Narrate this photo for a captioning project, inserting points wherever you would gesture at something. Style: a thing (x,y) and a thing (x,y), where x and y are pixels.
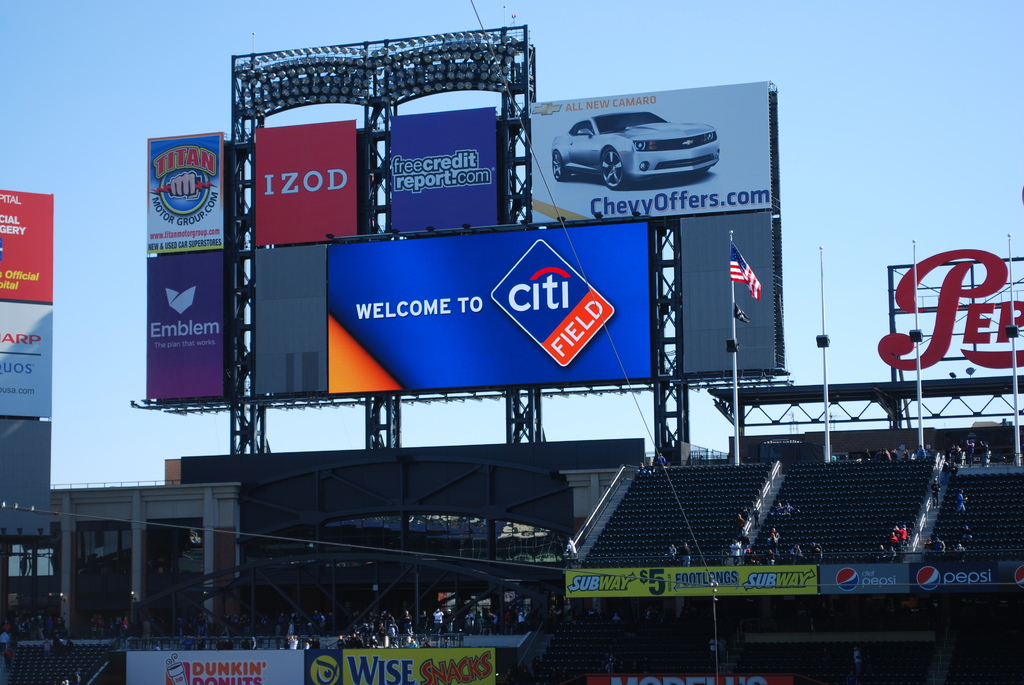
In this image I can see number of boards (590,331), number of people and on these boards (437,291) I can see something is written. In the background (781,85) I can see the sky (1007,30) and on the right side of the image (1006,332) I can see four poles (1016,364), a flag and few black colour things (822,338) on these poles (733,373).
